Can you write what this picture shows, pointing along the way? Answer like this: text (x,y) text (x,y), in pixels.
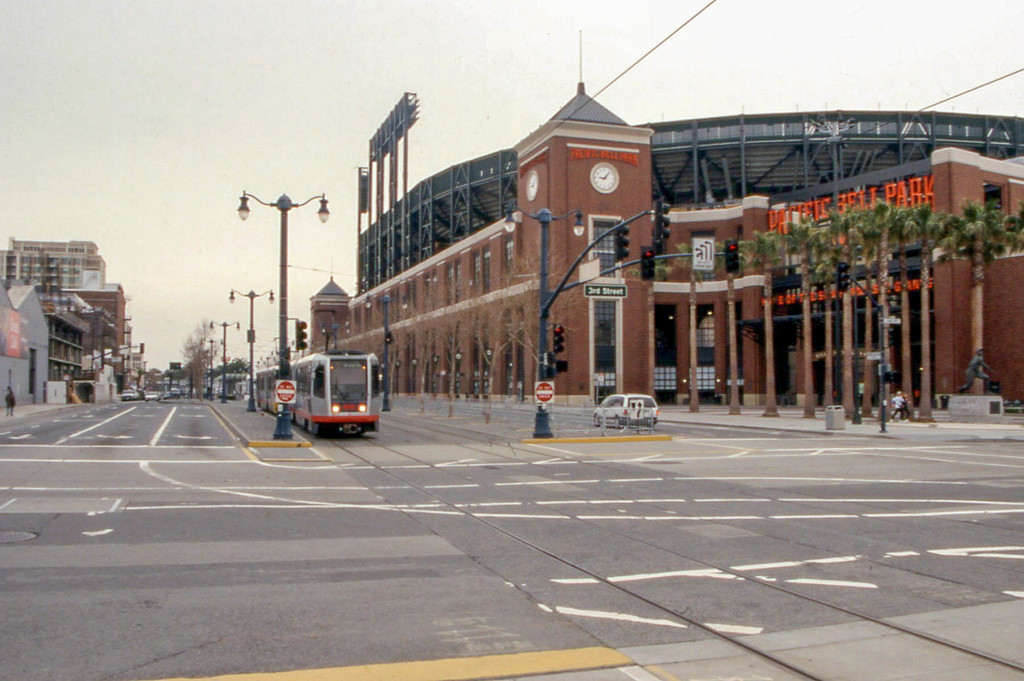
This picture consists of building (607,365) and a road (18,466) and a vehicle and a traffic signal light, street lights (285,317), trees (882,208) at the top (101,112) I can see the sky (85,116) and I can see a clock (614,180) attached to the wall (600,202) of the building (510,285).
